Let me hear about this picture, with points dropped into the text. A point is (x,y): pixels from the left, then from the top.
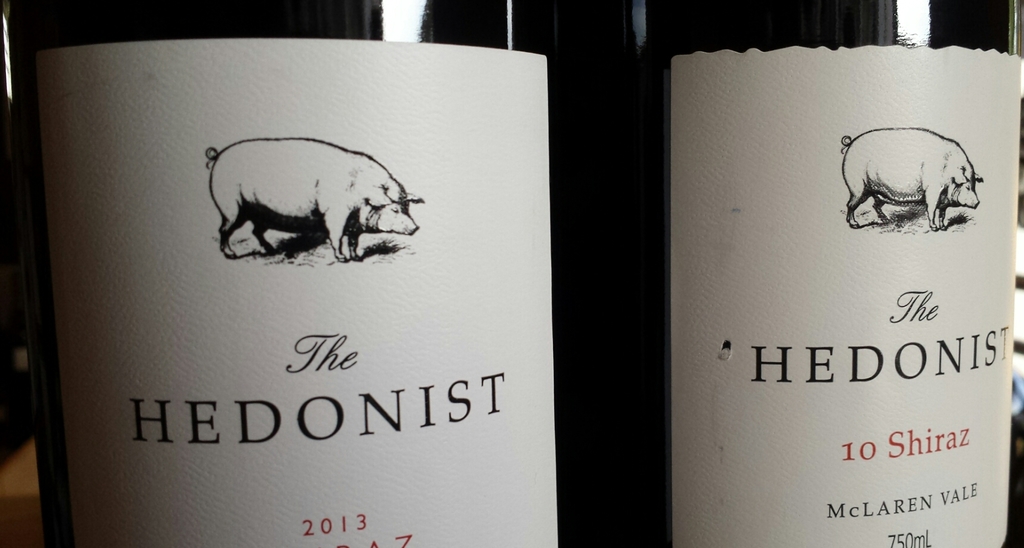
In this picture there are two bottles (479,341). On the top (255,171) we can see pigs image (914,178) and here we can see something is written.
